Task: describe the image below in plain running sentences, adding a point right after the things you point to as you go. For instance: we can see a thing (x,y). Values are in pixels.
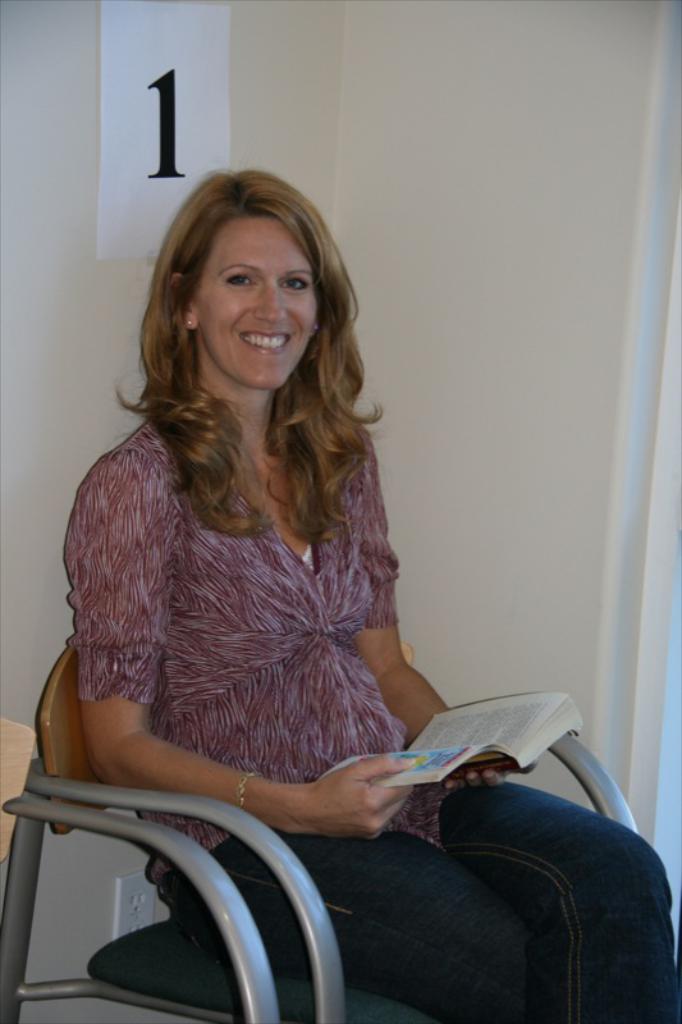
In this image there is a woman (290,643) sitting on the chair (139,980), she is holding a book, there is a wall (437,392), there is a paper (143,42) on the wall (148,264), there is a number (171,152) on the paper (207,131), there is an object (134,920) on the wall (98,884), there is an object (21,777) towards the left of the image (23,764).
